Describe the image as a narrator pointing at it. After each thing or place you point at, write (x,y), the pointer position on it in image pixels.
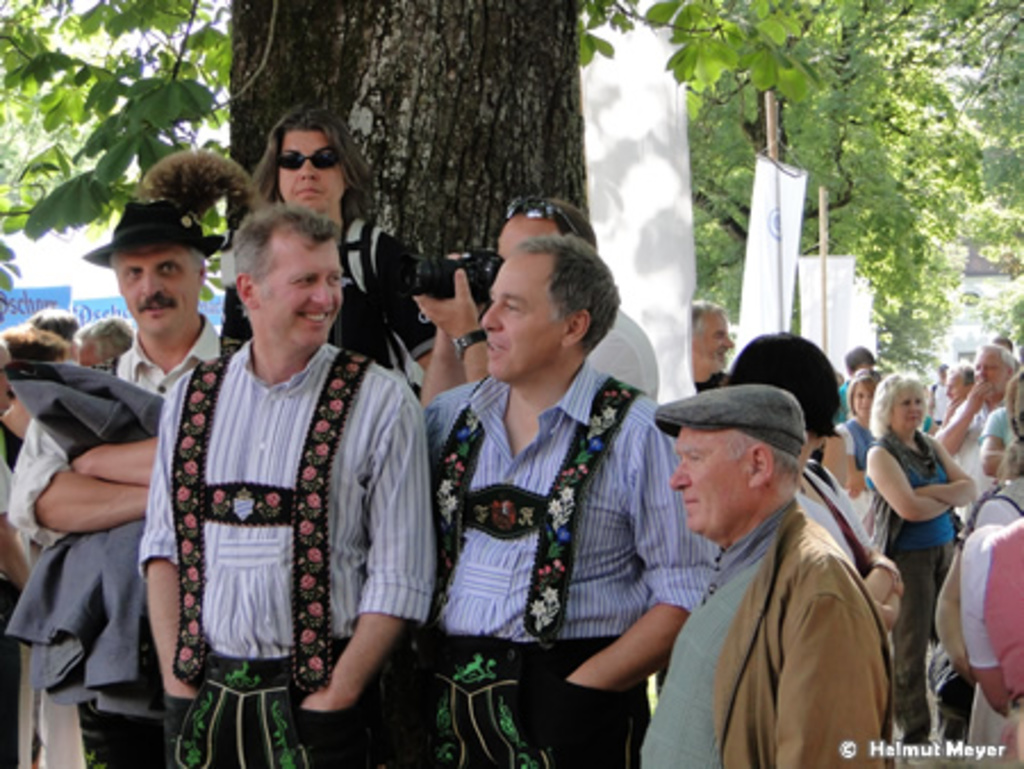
In this image there are many people (630,520) standing. In the foreground (480,473) there are two men (412,448) standing. They are smiling. Behind them there is a tree trunk (459,158). At the top (163,55) there are leaves (704,58) of a tree (739,59). Behind the trees (481,153) there are banners (792,236) to the poles (777,258). In the bottom right (914,746) there is text (895,746) on the image.
